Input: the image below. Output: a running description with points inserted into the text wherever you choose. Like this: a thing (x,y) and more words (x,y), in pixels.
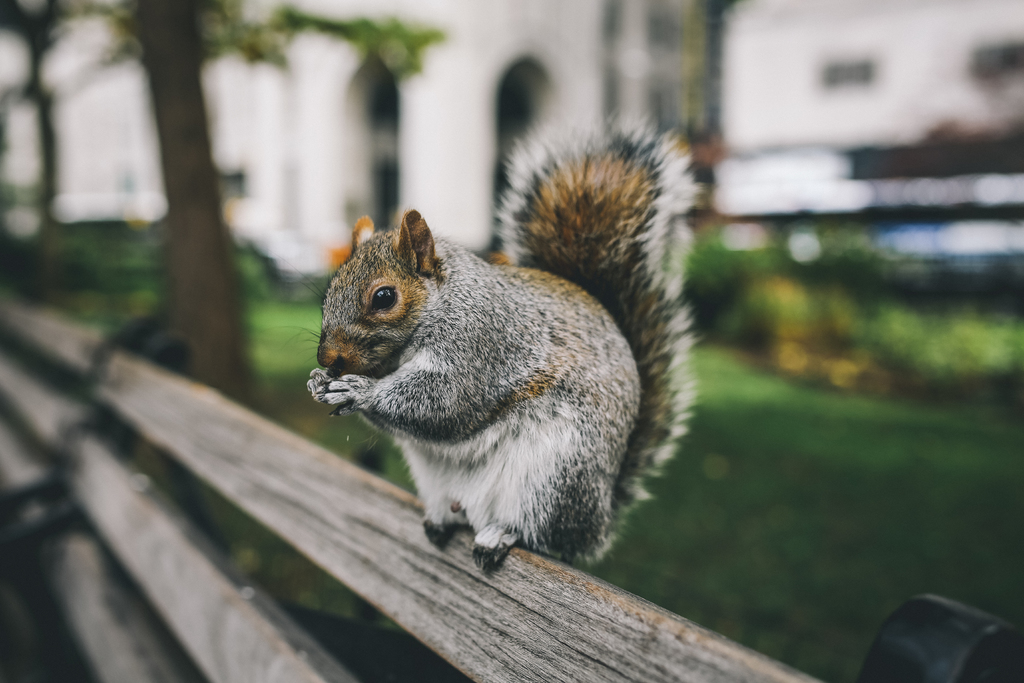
In this picture we can see a squirrel (417,398) on a wooden object (591,616). Behind the squirrel (499,368), there are plants (788,309), grass (324,425) and a blurred background (800,316).
